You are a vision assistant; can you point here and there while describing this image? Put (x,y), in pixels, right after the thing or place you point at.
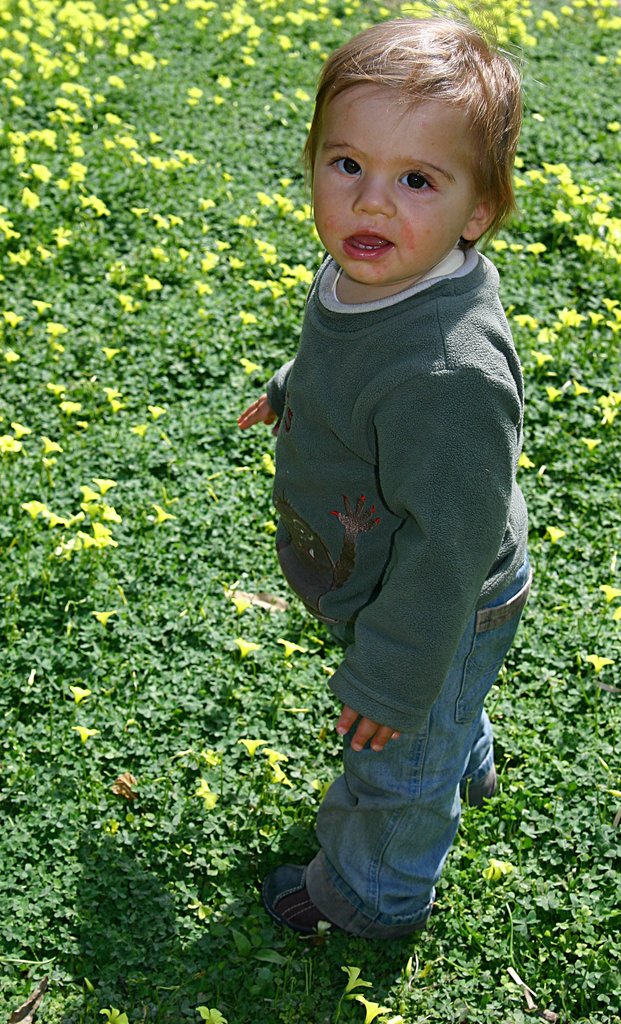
In this picture we can observe a kid (342,498) standing on the ground (284,753). There are some plants (98,155) and flowers (58,100) on the ground (175,413). The kid (455,373) is wearing a grey color T shirt (363,578) and a blue color jeans pant (413,801).
